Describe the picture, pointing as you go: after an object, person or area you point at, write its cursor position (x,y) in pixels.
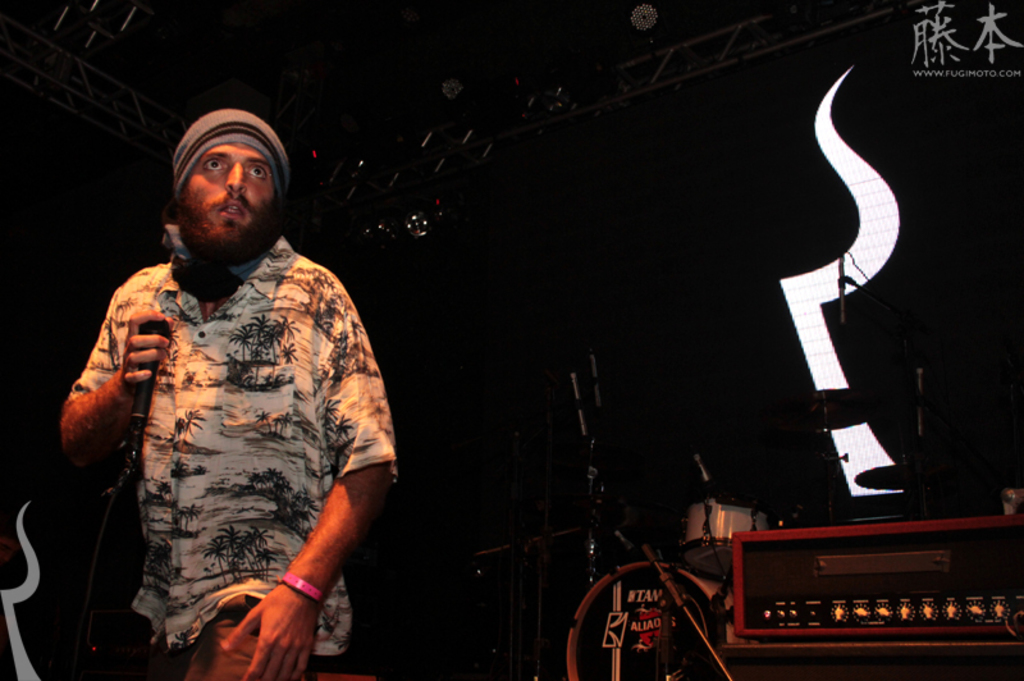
In this picture there is a man (311,383) wearing a white color shirt (328,478) is standing and singing the song. Beside there is a music band (697,602). Behind there is a dark background (468,403). On the top (652,85) there is a metal frame (416,158) with spotlight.
